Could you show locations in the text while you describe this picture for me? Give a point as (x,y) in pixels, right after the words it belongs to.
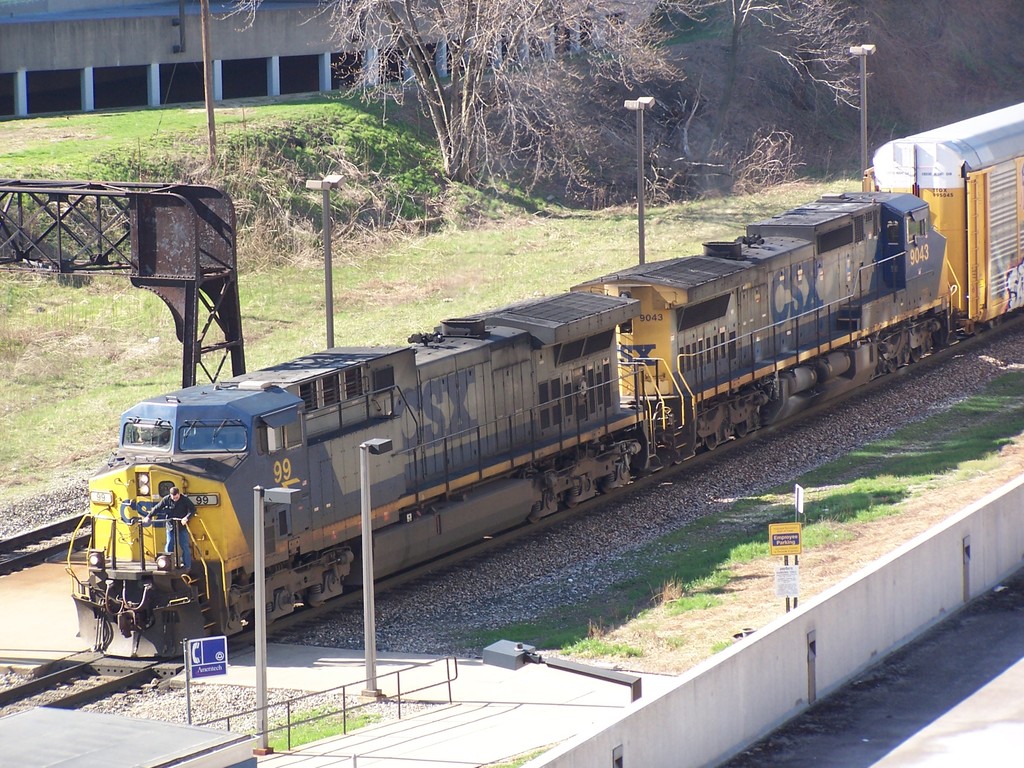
In the picture we can see locomotive (626,339) which is moving on track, there are some poles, trees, grass (40,436) and in the background (252,32) there is building (220,48).
